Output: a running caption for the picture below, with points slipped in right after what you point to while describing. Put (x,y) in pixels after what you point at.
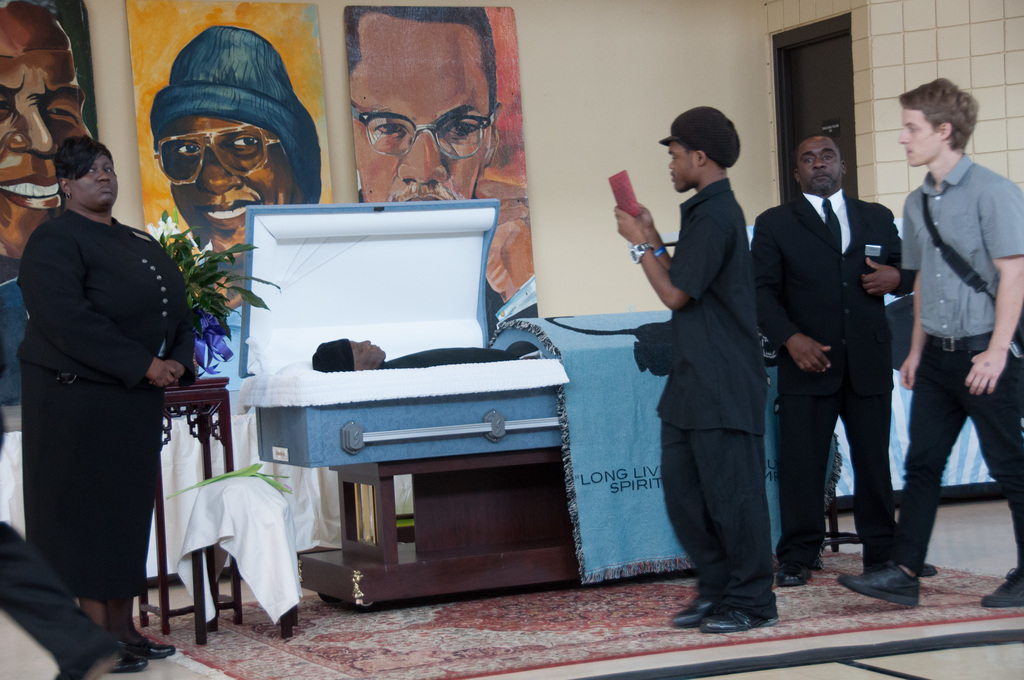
On the left side (74,222), there is a woman (74,222) in black color dress (118,462), standing near a pot plant (206,366) which is on the stool (185,414) and near a plant (277,475) and cloth (248,504) which are on another stool (288,622). On the right side (995,191), there are three persons (729,218), two of them are walking and one of them is holding a mobile (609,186) and capturing the person (321,358) who is dead and kept in a box (433,337), which is opened partially and is on the table (534,515). In the background (498,15), there are paintings (442,67) on the wall (579,83).
